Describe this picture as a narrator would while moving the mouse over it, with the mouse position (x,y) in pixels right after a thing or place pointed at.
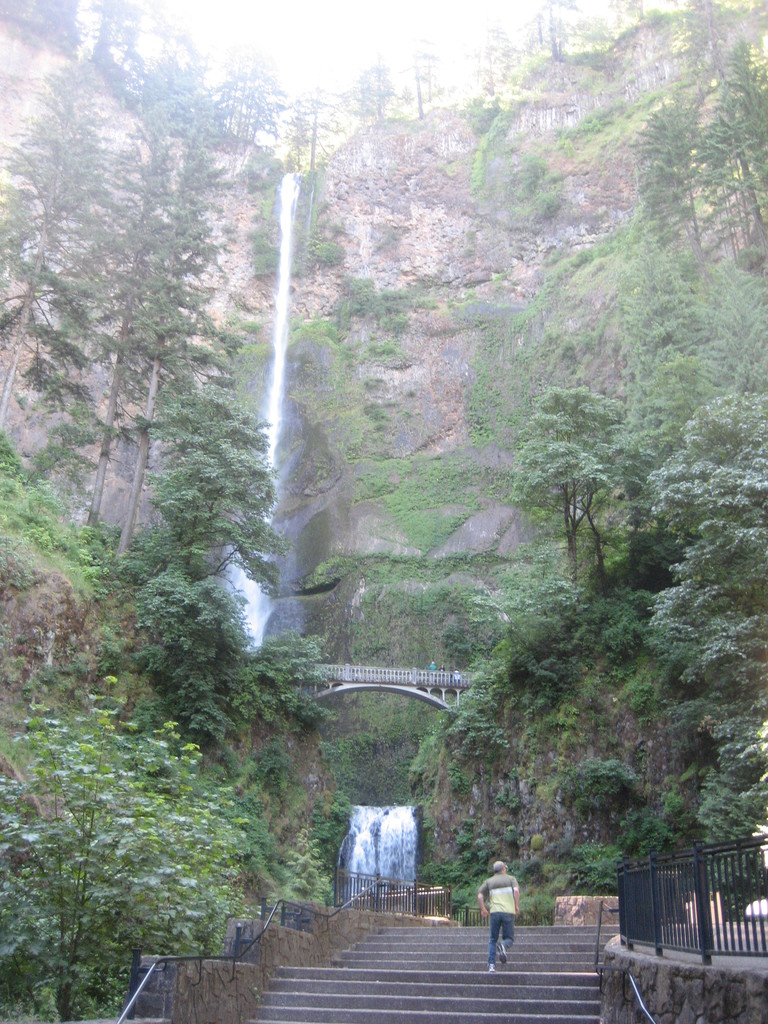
In the image there is a person (506,889) walking on steps (474,989) with trees (710,367) on either side of it in front of a hill (402,249) with waterfall (287,302) in the middle (274,381).
